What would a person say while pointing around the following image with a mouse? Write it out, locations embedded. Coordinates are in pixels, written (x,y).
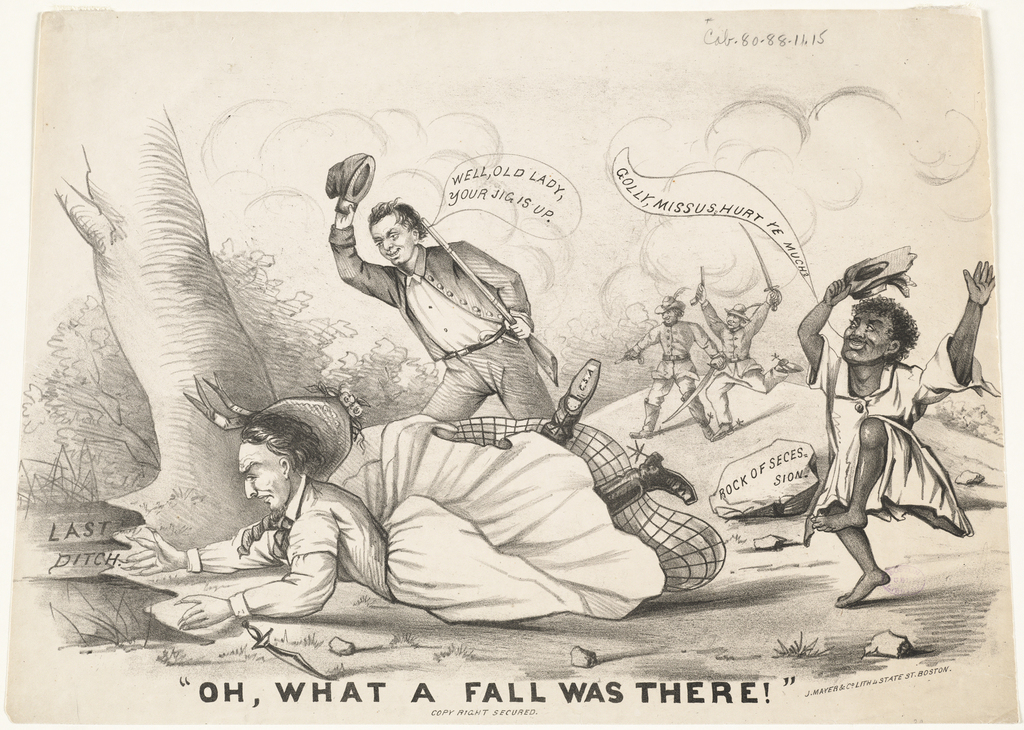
In this picture I can see few cartoon images (503,464). Picture looks like a printed image and I can see text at the bottom of the picture (237,704) and text (545,201) on the side of the images (808,344) in the picture.
